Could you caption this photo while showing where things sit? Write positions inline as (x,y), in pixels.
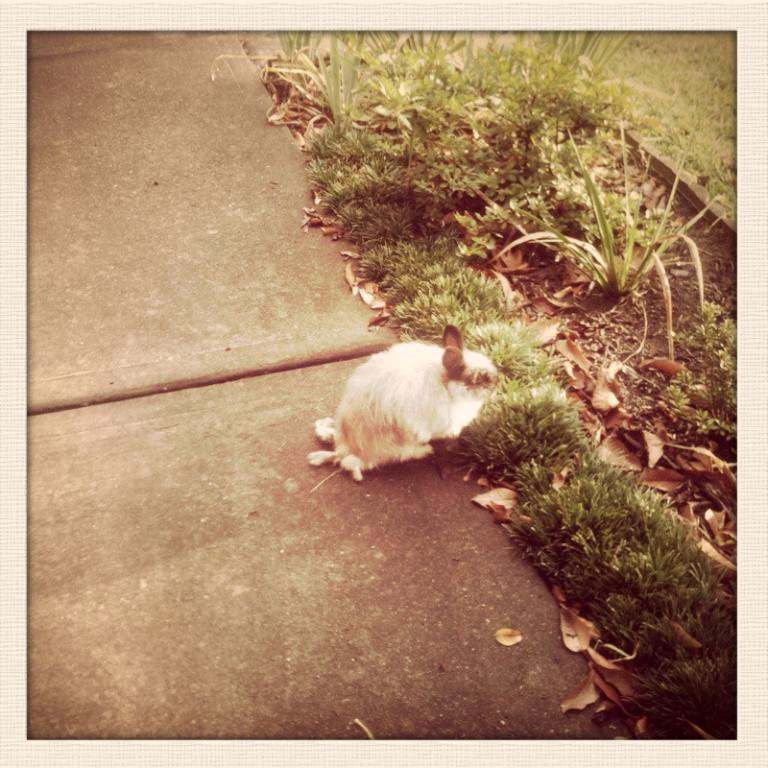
In this image we can see a mammal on the surface (541,715) and there are plants (659,663) and grass (698,618) on the ground (651,402). We can also see leaves (566,359) on the ground (563,268).
